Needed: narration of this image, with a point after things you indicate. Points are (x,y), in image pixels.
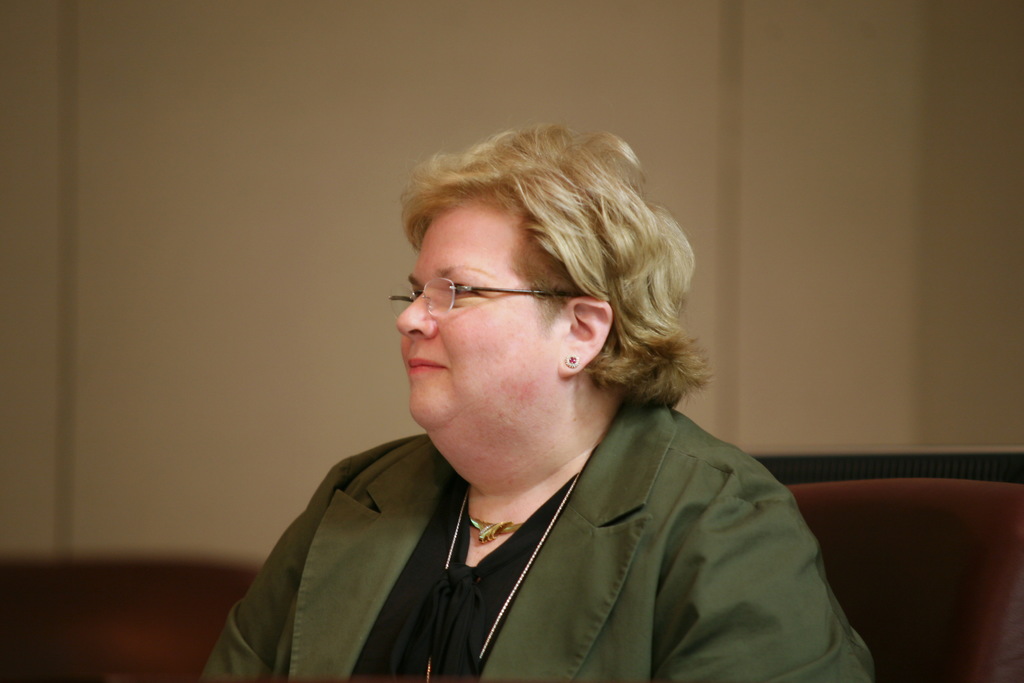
At the bottom of this image (707,498), there is a woman (646,359), wearing a spectacle (416,297) and sitting. In the background (182,57), there is a wall (220,48).
